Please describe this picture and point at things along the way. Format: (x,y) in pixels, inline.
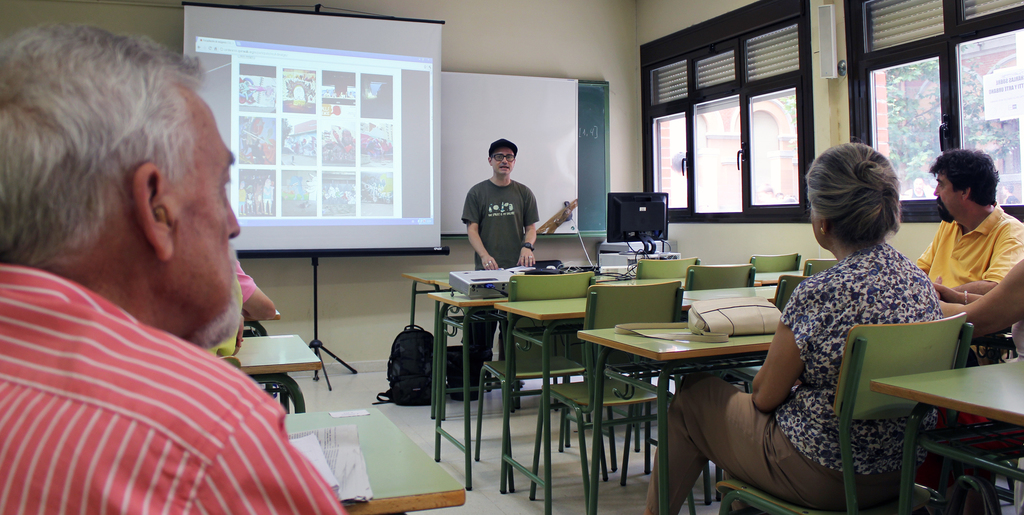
In this picture we see 5 to 6 people (66,330) and person (480,213) at the center (504,192) is presenting something on the screen (359,188) there. Here we have projector (499,293). These remaining people (833,338) are listening. In this image we have tables (639,384), chairs (670,310) present. Also we have computer (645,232). It seems like a classroom (498,276).
